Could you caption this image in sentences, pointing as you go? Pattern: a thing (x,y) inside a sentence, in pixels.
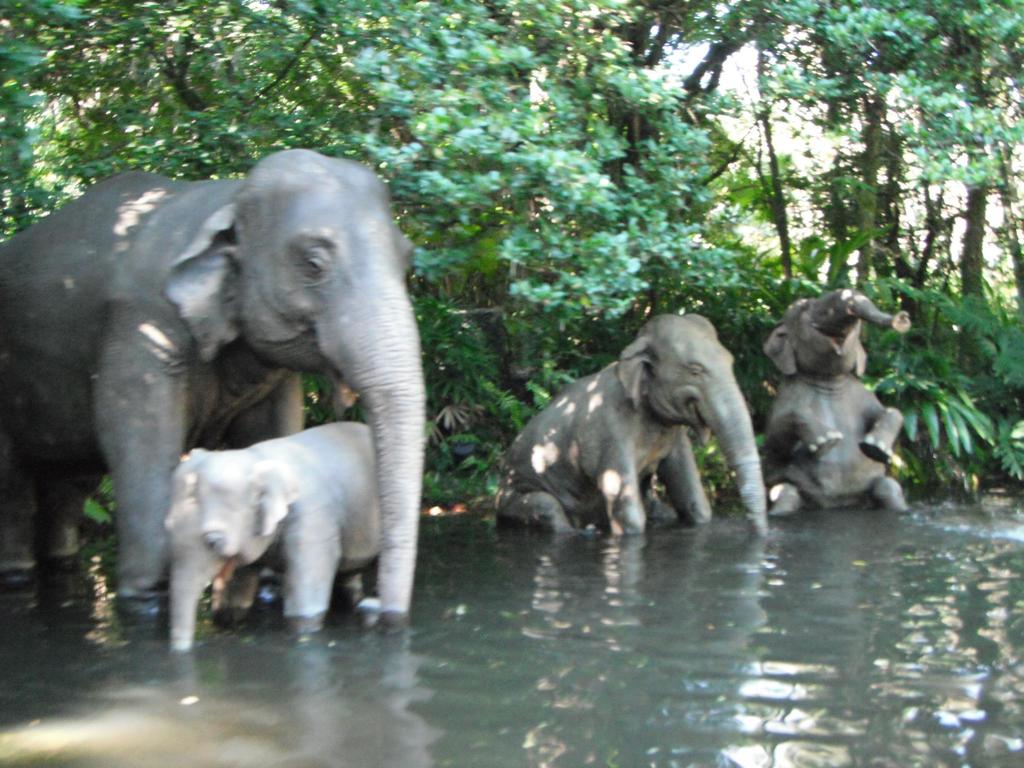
In the image there are few elephants (695,475) in the pond (752,657) and behind there are trees (441,111).
